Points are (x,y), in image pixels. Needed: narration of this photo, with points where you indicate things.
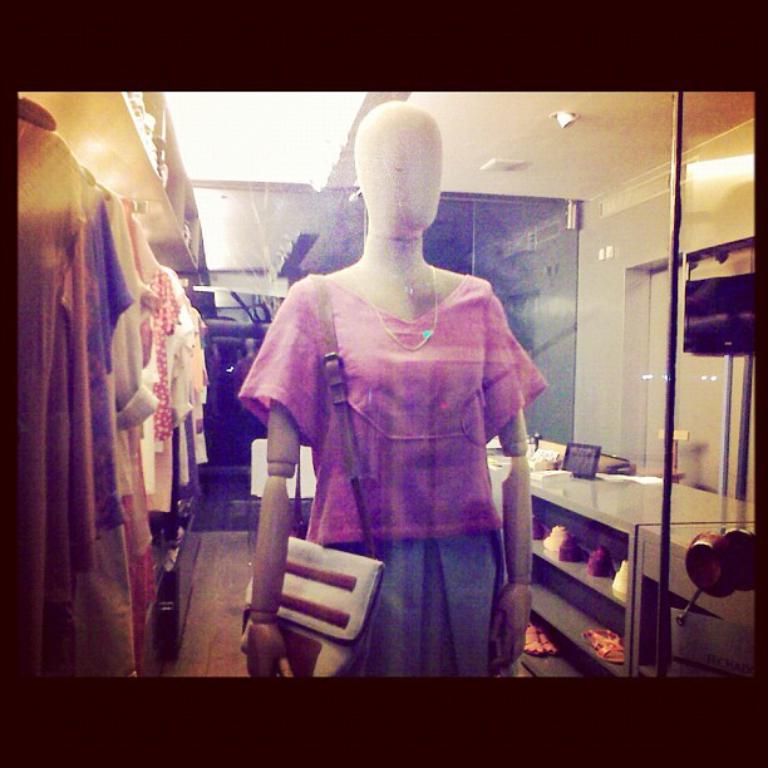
In this image in the middle (412,417) there is a mannequin (407,483), it wears a dress (407,483) and hand bag (286,610). In the background (206,450) there are many clothes (191,367), tv (718,345), sneakers (619,662), glass (472,260), lights (734,160) and floor (179,630).
